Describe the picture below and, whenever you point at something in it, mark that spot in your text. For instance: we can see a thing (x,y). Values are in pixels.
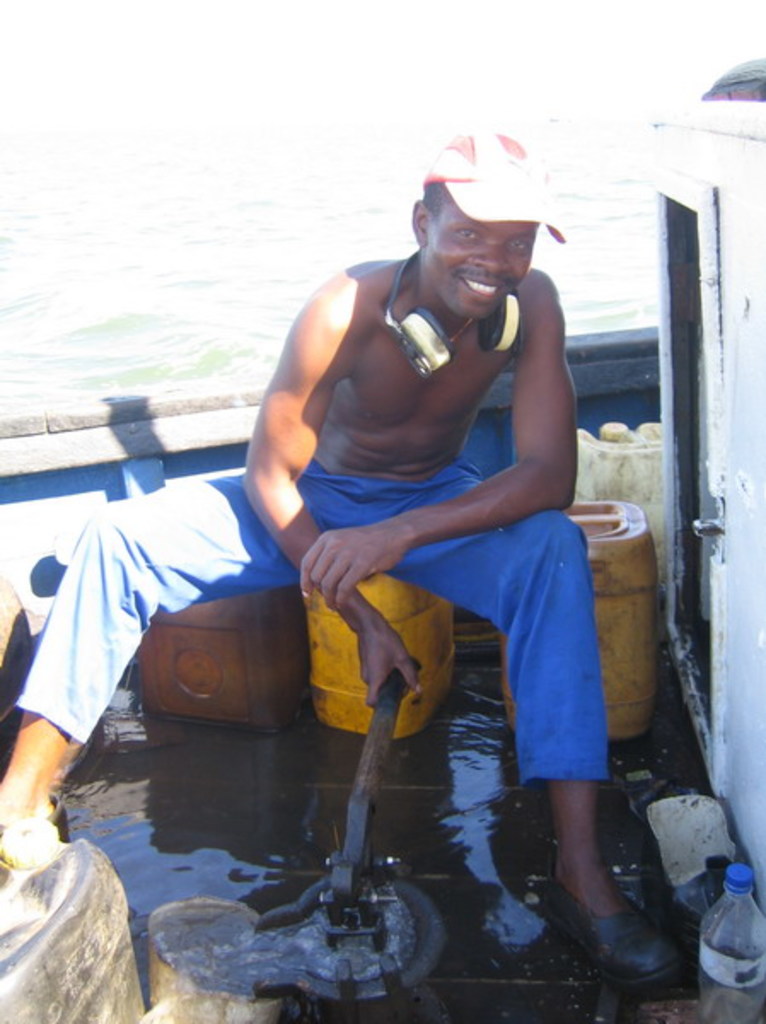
In this image I can see water (164,279) and on it I can see a boat (687,534). I can also see a man (134,659) is sitting in the front (626,956) and I can see he is holding an object (382,690). I can also see he is wearing blue pant (571,776), shoes (656,977), a cap (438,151) and around his neck (448,317) I can see a headphone (433,321). I can also see smile (466,288) on his face (466,302) and on the boat (19,510) I can see number of plastic containers (651,472) and a bottle (723,1015).
